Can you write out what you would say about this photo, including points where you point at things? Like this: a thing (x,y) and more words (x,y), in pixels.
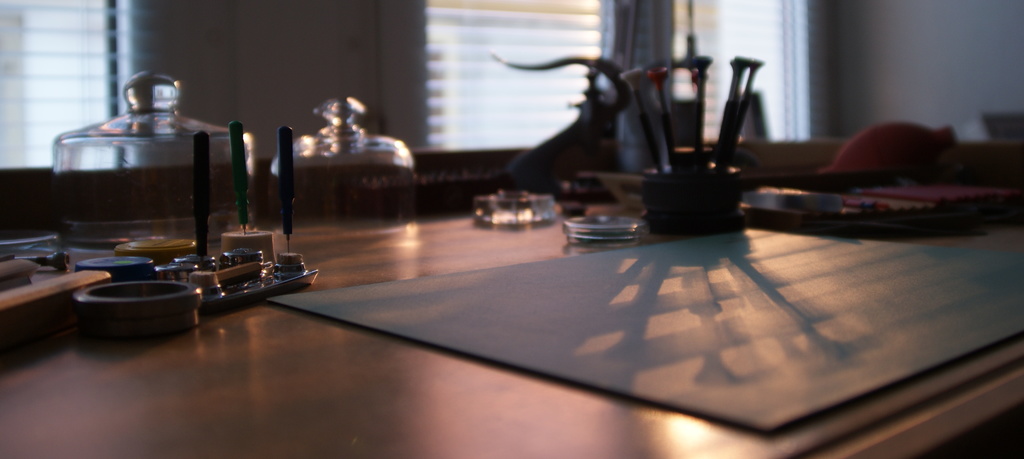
In this image I can see a table (342,368) on which we can see few jars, beside that there are some tools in the stands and also other objects (534,150).
